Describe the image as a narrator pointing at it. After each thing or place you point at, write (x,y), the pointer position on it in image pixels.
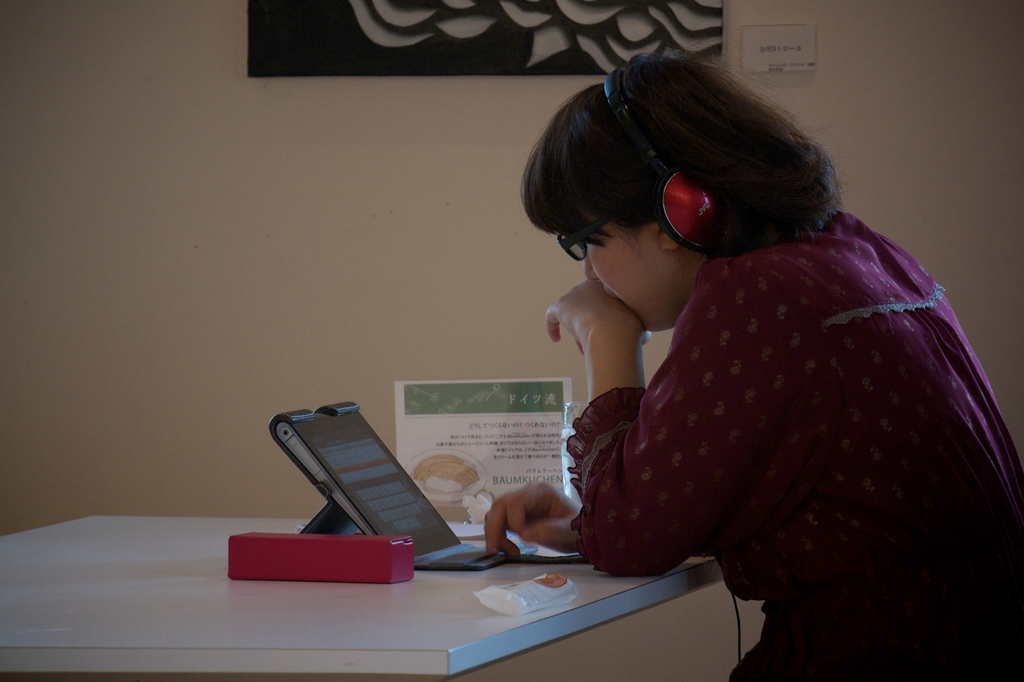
In this image we can see a girl (868,514) is sitting. In front her, we can see a table (409,625). On the table (531,615), we can see a laptop (445,543) and some object (420,464). In the background (221,191), There is a frame (394,62) on the wall (953,159).
